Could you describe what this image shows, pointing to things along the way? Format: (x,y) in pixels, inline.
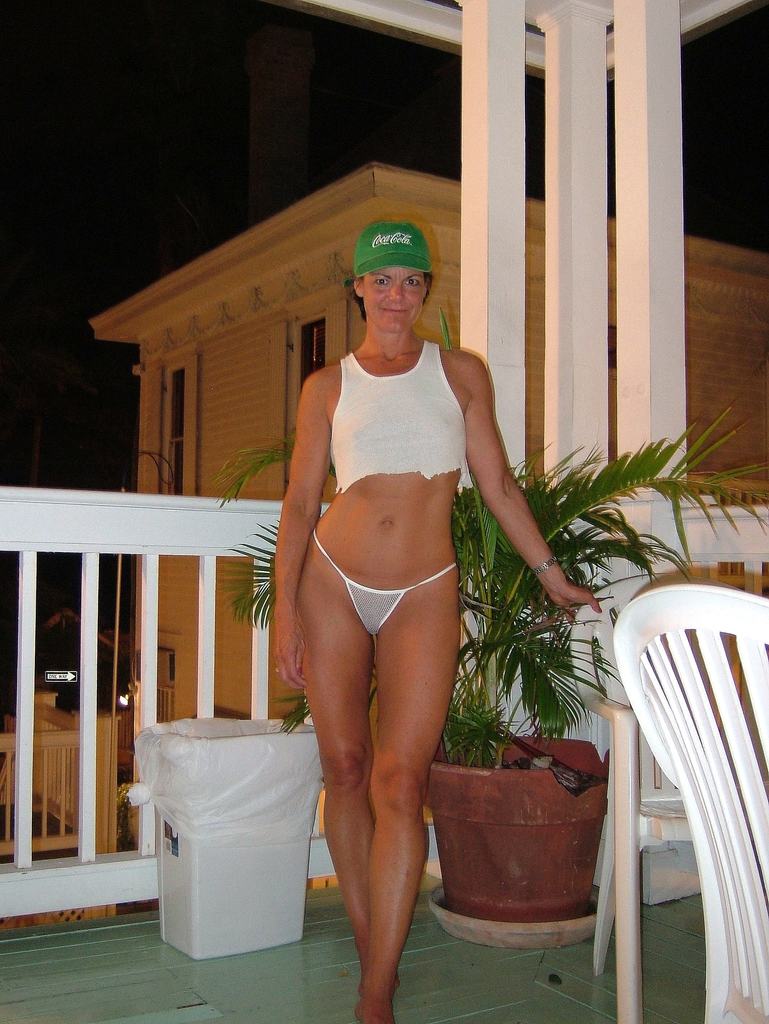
In the image we can see there is a woman (409,618) standing and she is wearing green colour cap (387,245). There is plant (649,479) kept in the pot (597,836) and there is chair (634,881) kept on the floor (540,952). Behind there is a building (139,310).
